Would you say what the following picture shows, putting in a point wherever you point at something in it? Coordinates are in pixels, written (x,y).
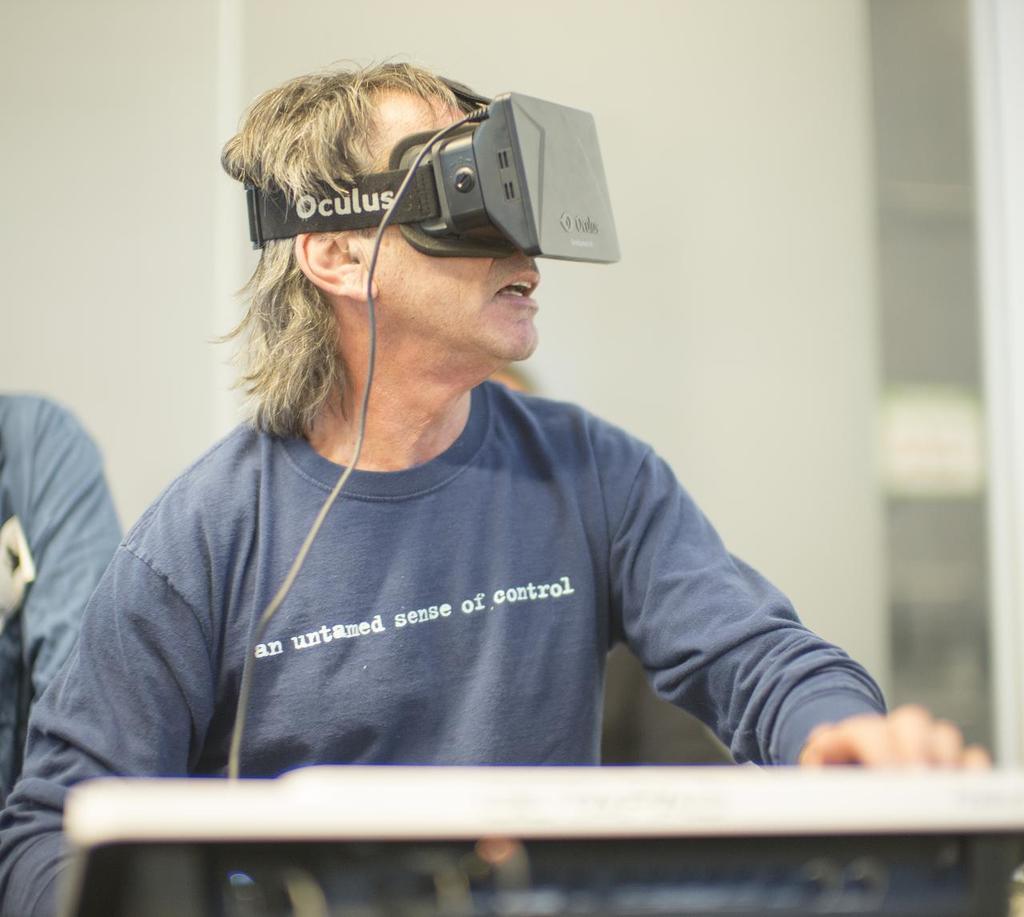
In the middle of the image (466,507) there is a man (487,663) with blue t-shirt (487,663) is standing and he kept VR box (438,192) to his eyes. And in the background (211,279) there is a white color. Beside him to the left side (43,442) there is a person (47,579).
